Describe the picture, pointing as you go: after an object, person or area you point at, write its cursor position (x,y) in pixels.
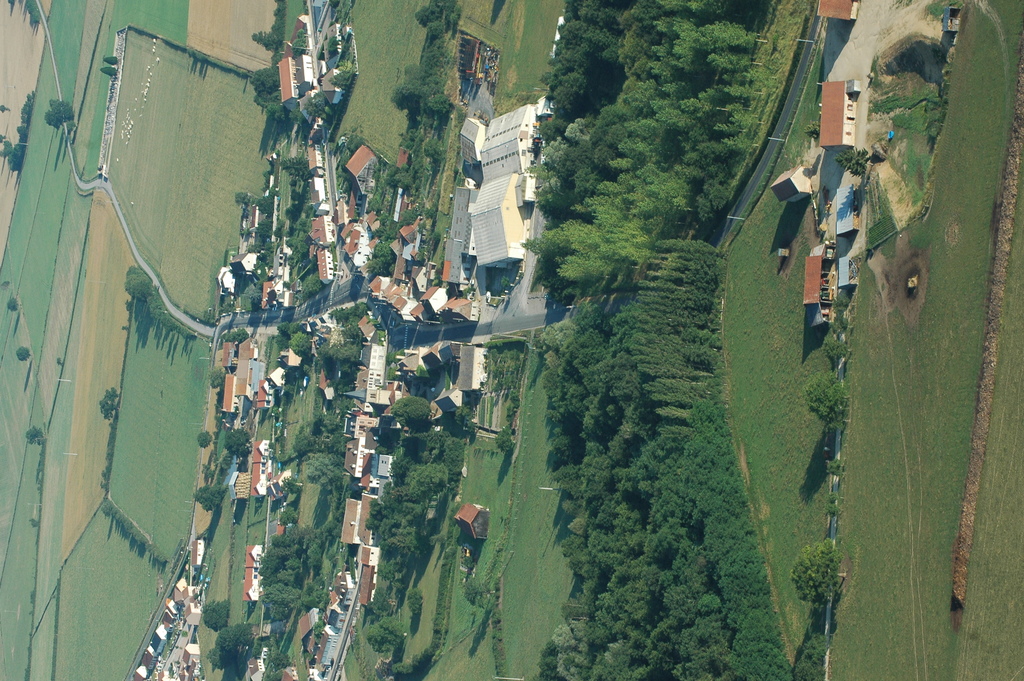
This is the aerial view of a village (386,424). In this image we can see ground (162,389), trees (156,291), roads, buildings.
